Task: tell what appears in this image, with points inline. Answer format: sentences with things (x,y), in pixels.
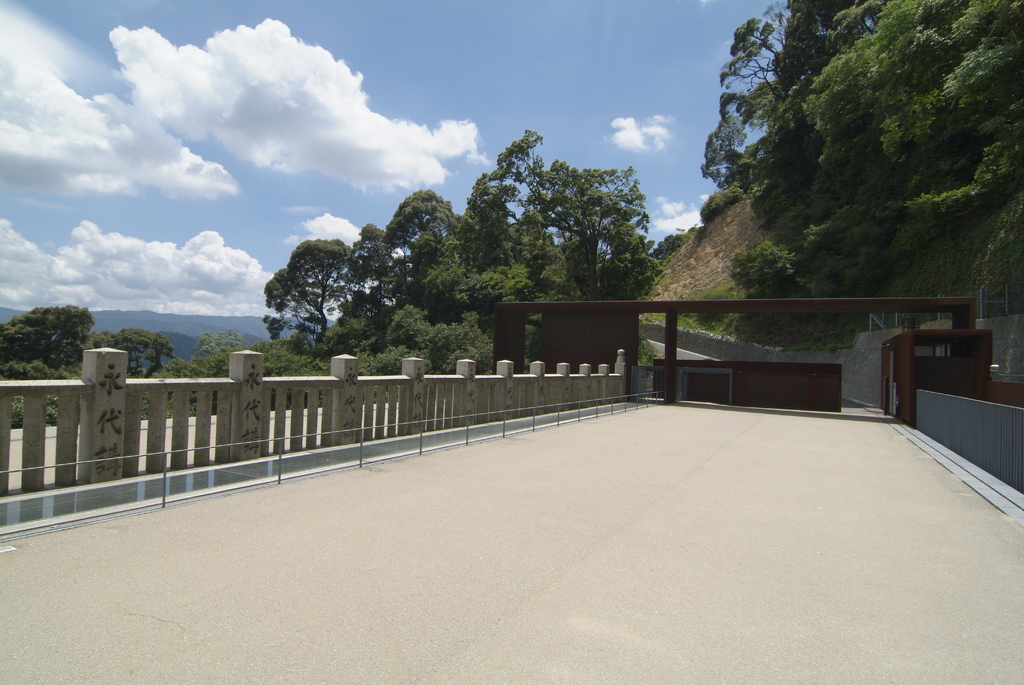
In this image, we can see a bridge (343,406) and there are railings (89,367) and an arch (760,306). In the background (520,164), there are trees (591,264). At the bottom (565,544), there is road (497,525) and at the top (203,143), there are clouds (251,129) in the sky (318,151).
